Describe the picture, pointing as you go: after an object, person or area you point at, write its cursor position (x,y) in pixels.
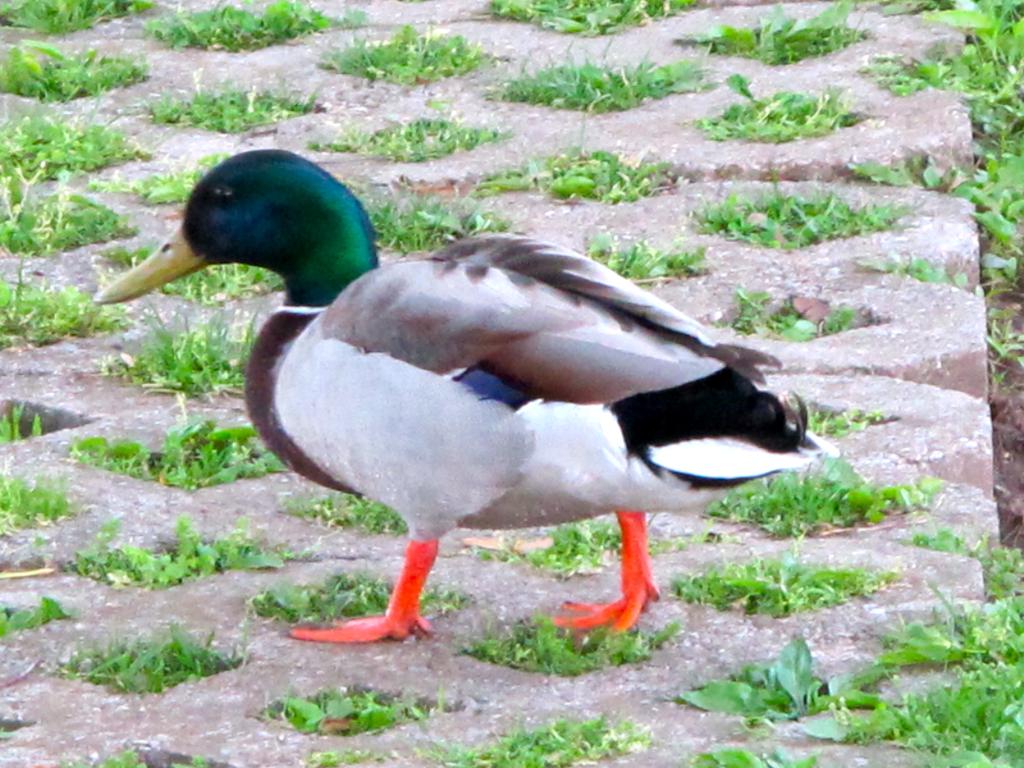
In this image I see a duck (540,263) which is of green, blue, white, brown, orange and black in color and I see the ground (30,49) on which there are small plants (981,683).
